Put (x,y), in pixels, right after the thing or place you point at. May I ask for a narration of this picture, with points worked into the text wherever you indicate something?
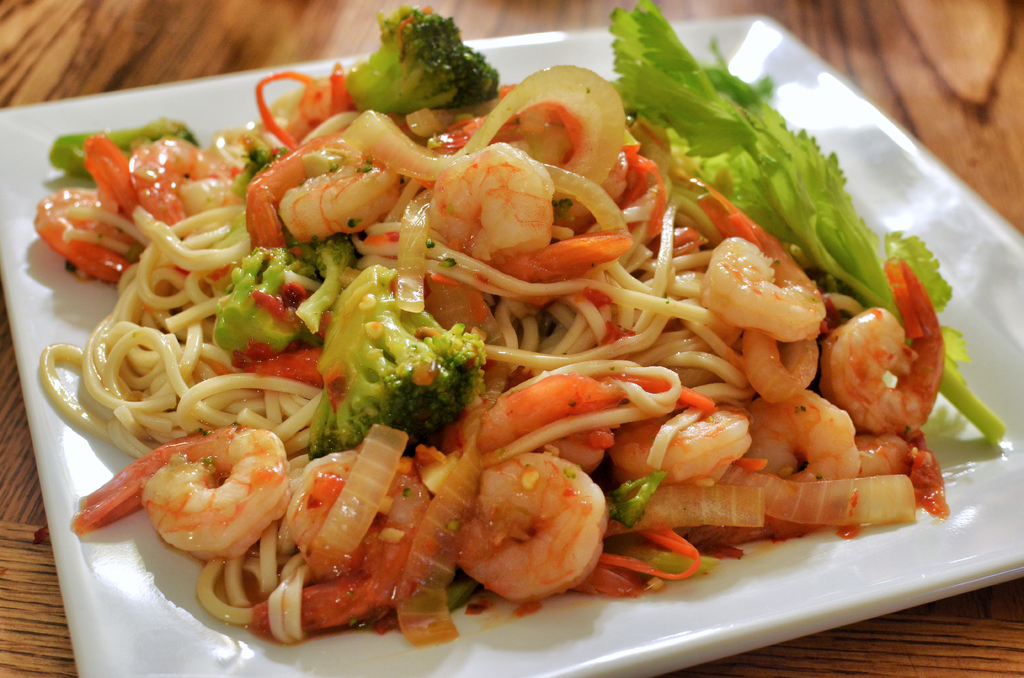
In this picture there is food (458,440) on the white plate (42,126). At the bottom (951,651) there is a wooden object (930,18).
